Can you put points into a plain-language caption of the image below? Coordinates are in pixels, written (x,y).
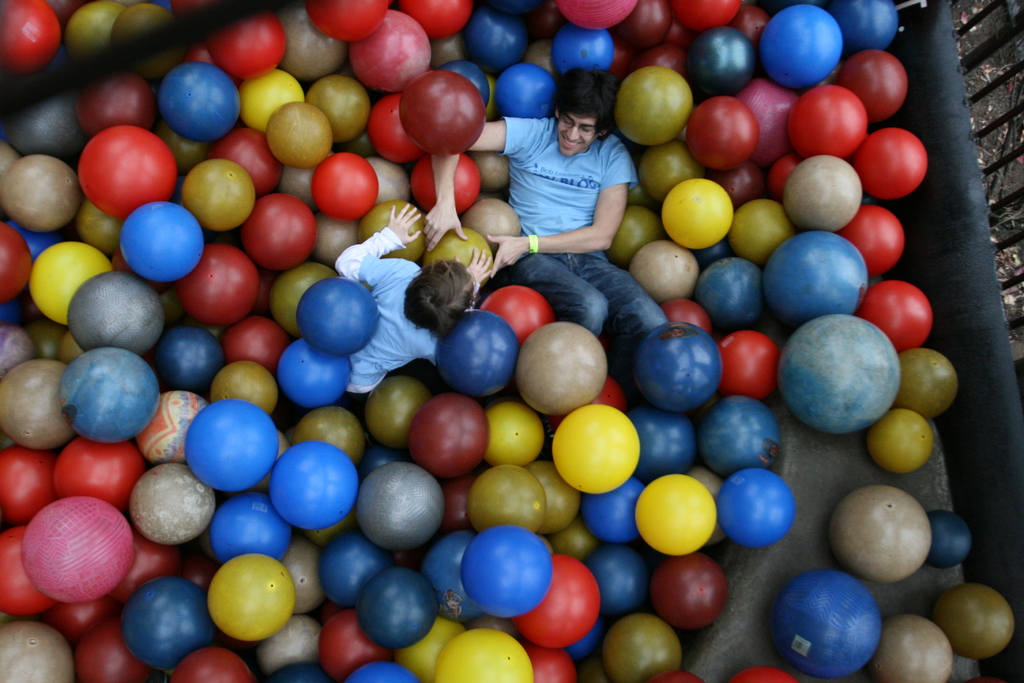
There are two people (584,298) and we can see balls (346,285) and fence (1002,286).
